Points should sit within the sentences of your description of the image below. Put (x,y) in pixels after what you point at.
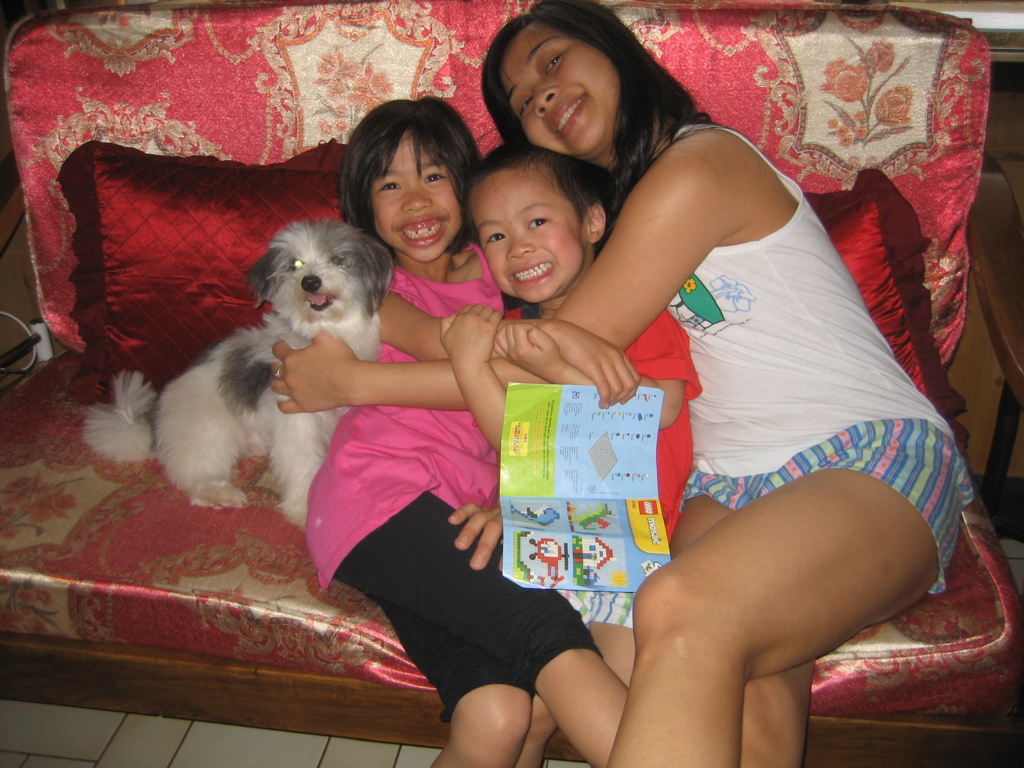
There are three people (676,434) and a dog (319,462) are sitting on a sofa (268,532). The girl (343,551) on the left side (323,510) is smiling. The woman (420,383) on the right side (835,483) is holding two people (495,377) and a dog (307,305).
